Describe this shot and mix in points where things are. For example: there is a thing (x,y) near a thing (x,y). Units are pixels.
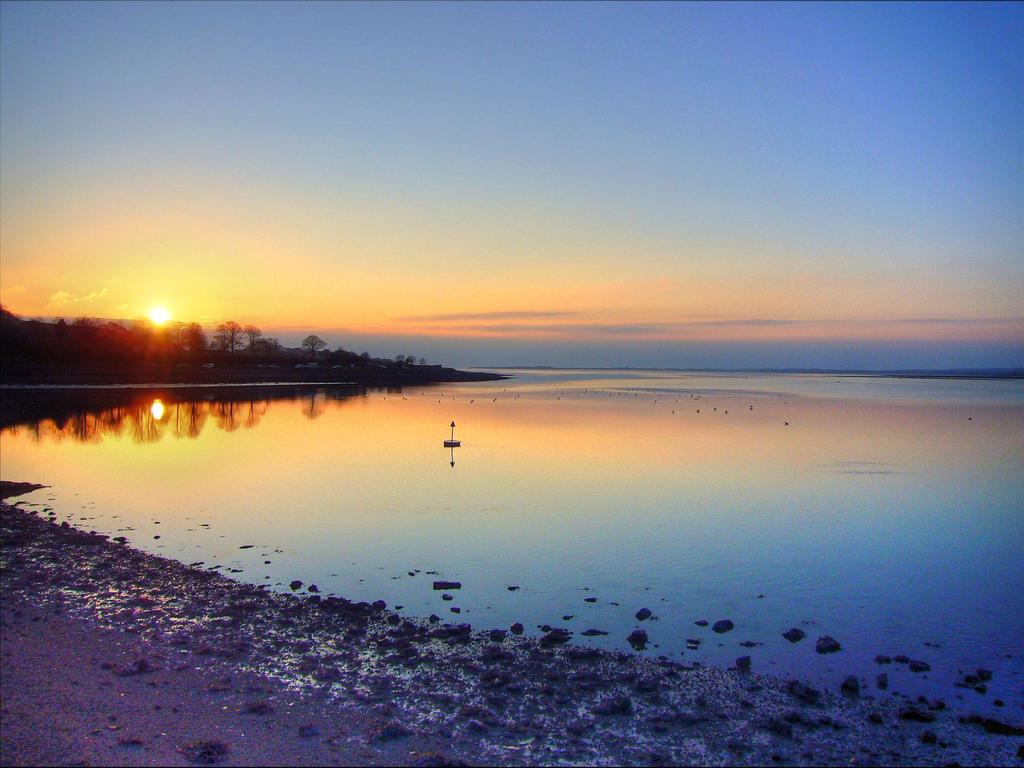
In this image we can see water (469,541), seashore (410,633) and in the background (360,357), we can see a group of trees (18,360), sun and the sky (390,244).
